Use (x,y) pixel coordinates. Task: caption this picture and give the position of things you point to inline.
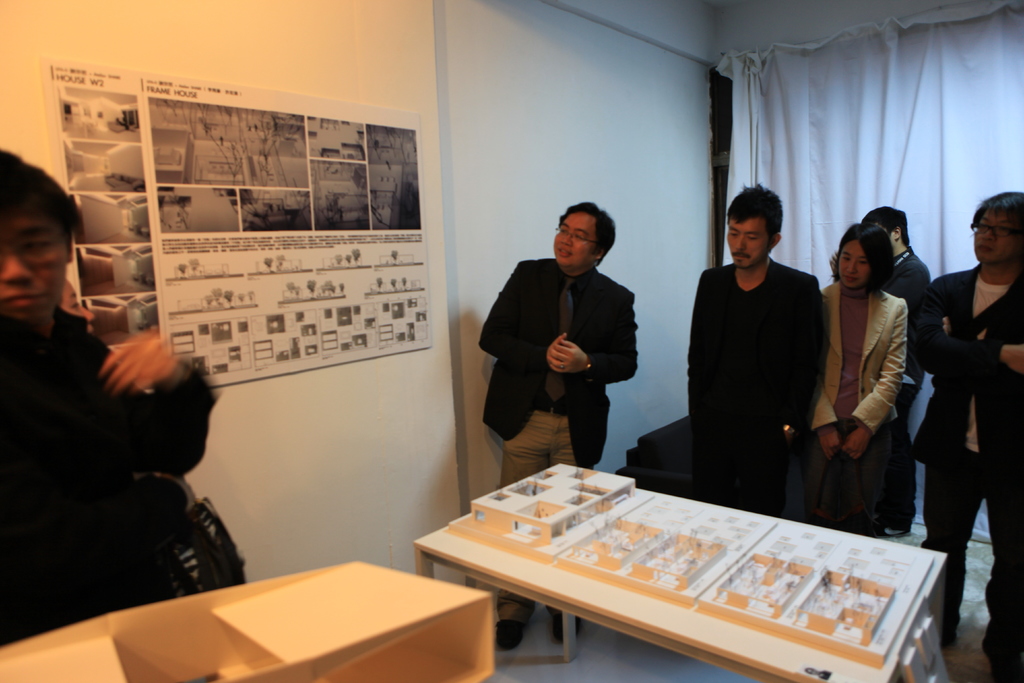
To the right side (862,323) there are four men (819,324) and one lady (870,317) is standing. She is in middle of two men (934,318). To the left side (74,388) there is a man (91,456) with black jacket (95,514) is standing. And in the middle of the wall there is a frame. And to the right side (980,91) top there is a white curtain (797,165).
